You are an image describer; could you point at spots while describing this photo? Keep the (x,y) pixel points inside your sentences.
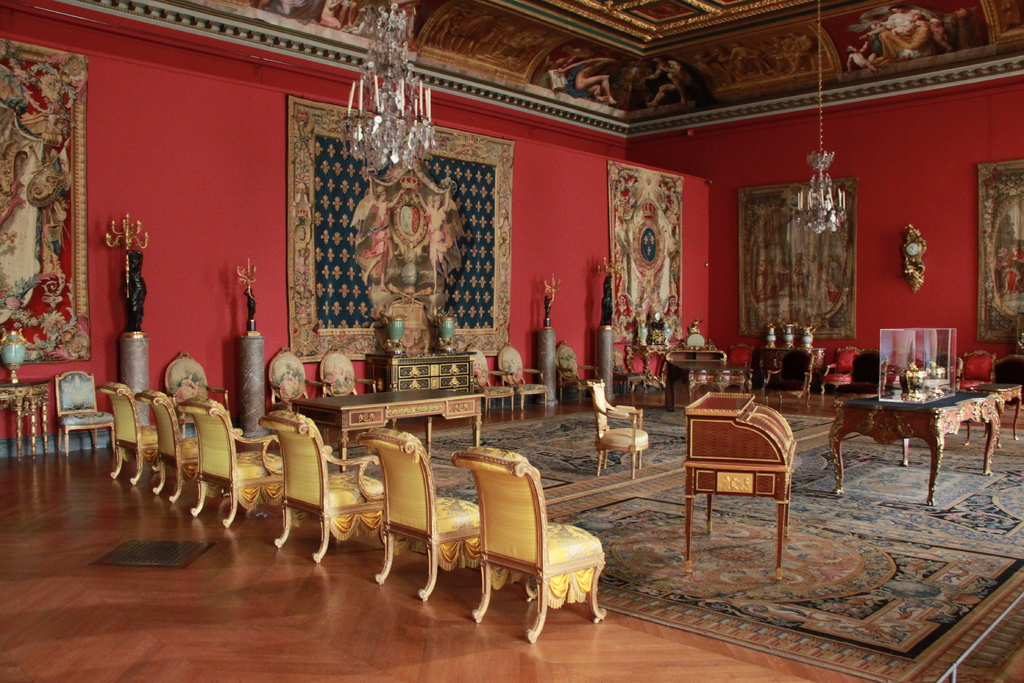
This image consists of many chairs (505,453) and tables (814,360). In the background (73,289), we can see frames (465,314) and idols (131,308). At the top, we can see the lamps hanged to the roof (483,75). The walls (583,205) are in red color. At the bottom (615,593), there are floor mats (1002,474) on the floor (577,611).
